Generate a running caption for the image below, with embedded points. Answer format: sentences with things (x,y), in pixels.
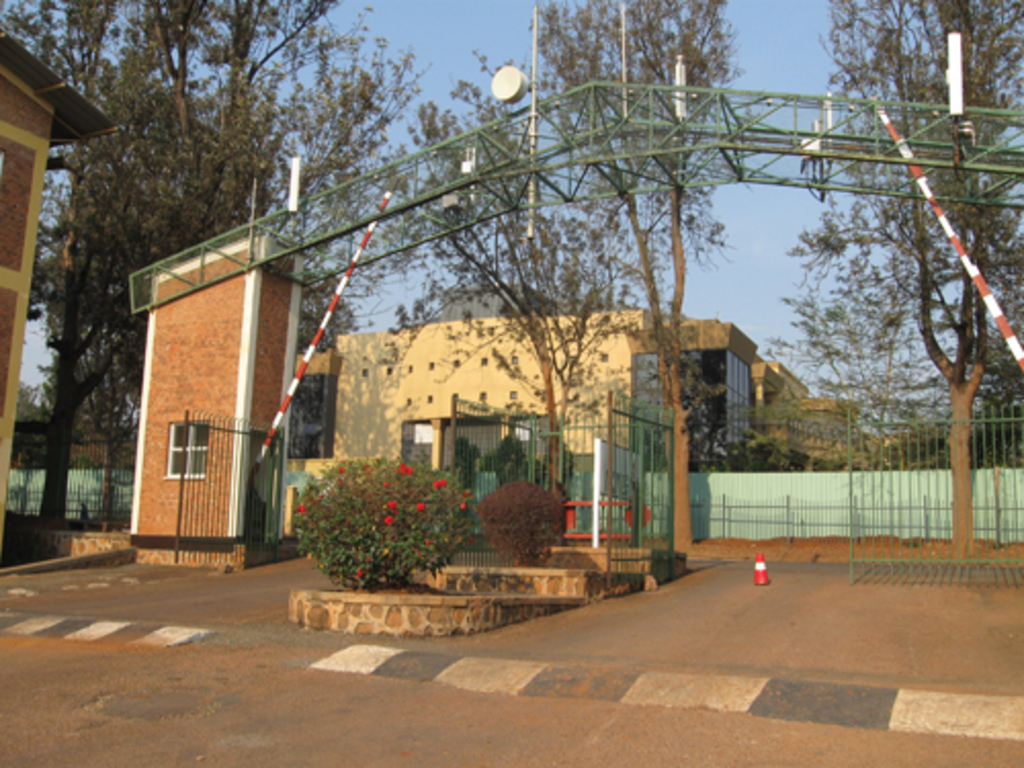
In this image we can see there are buildings (294,361), gate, fence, pole (891,133) and arch (744,144). And there are plants (542,558), flowers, trees (218,218), road (688,692) and the sky (788,49).
